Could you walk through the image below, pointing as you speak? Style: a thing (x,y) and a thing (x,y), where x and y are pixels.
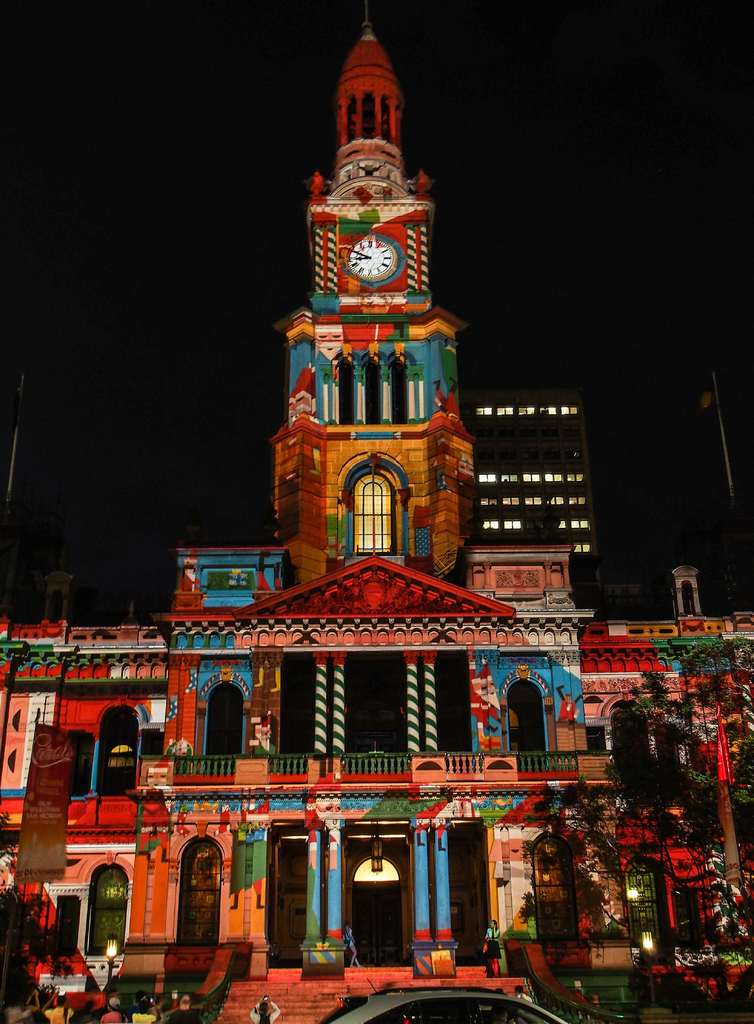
In this image I can see there is a building (303,704) and it has a tower (376,270) with a clock (373,257), the sky (484,210) is dark and clear.
